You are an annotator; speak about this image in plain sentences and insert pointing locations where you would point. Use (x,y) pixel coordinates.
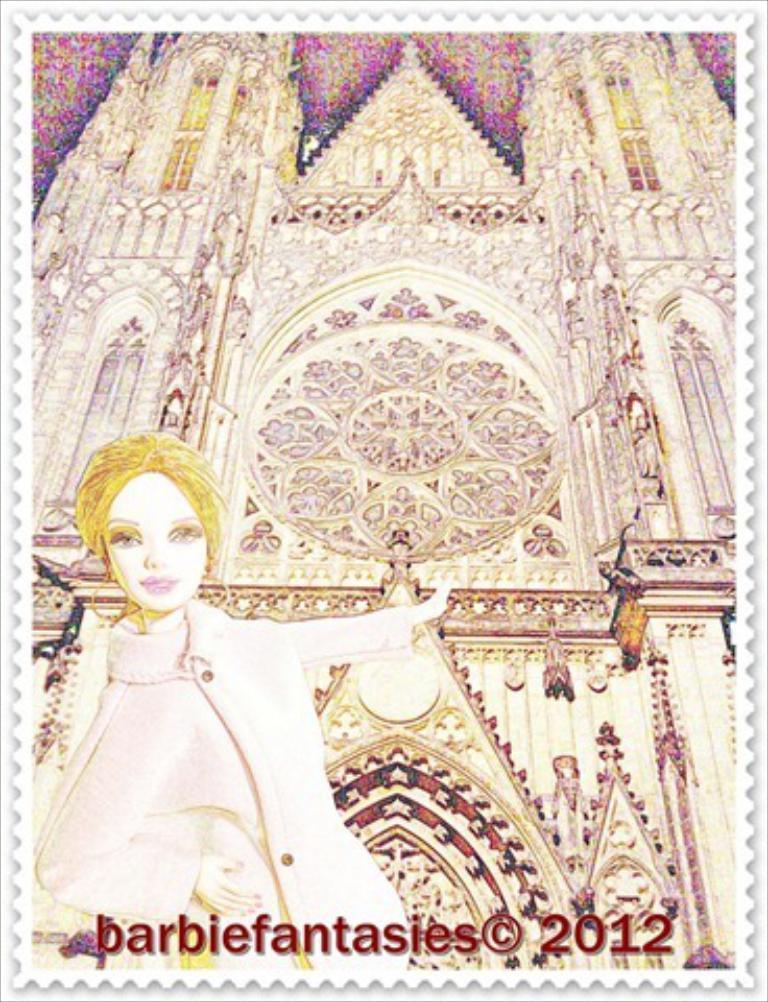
In this image we can see a postage stamp (438,526) with the picture of a woman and a building (486,632). We can also see some text (258,922).
